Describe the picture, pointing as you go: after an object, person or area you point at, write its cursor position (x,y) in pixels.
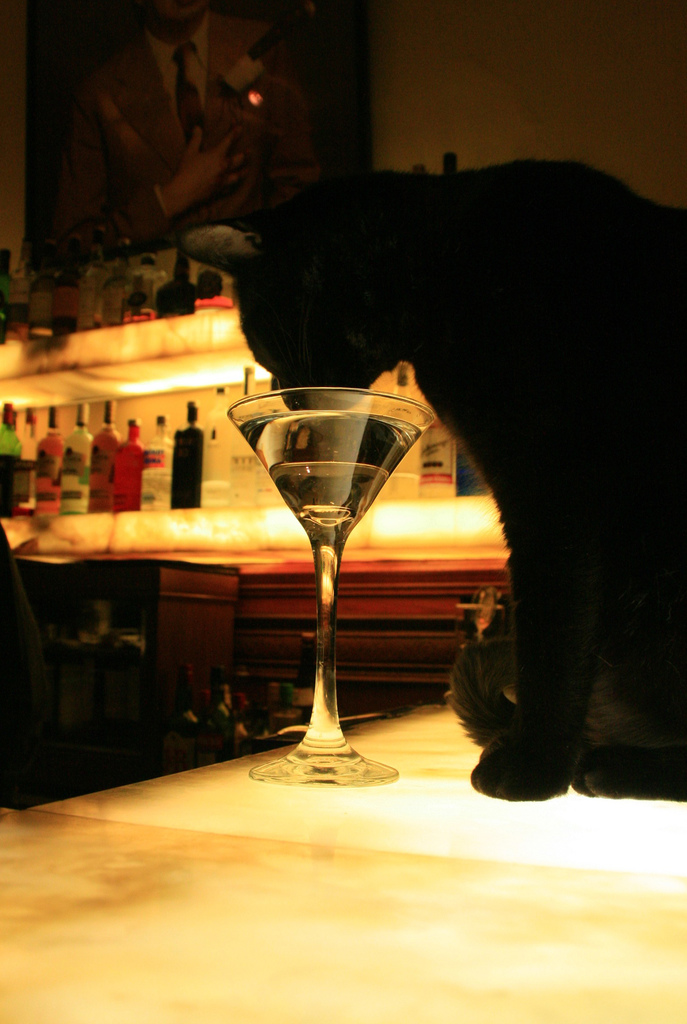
There is a glass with drink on table (629,901) and a cat (681,275) drinking it. Beside that there is a shelf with alcohol bottle (205,279) and a painting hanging on the wall (11,241).
